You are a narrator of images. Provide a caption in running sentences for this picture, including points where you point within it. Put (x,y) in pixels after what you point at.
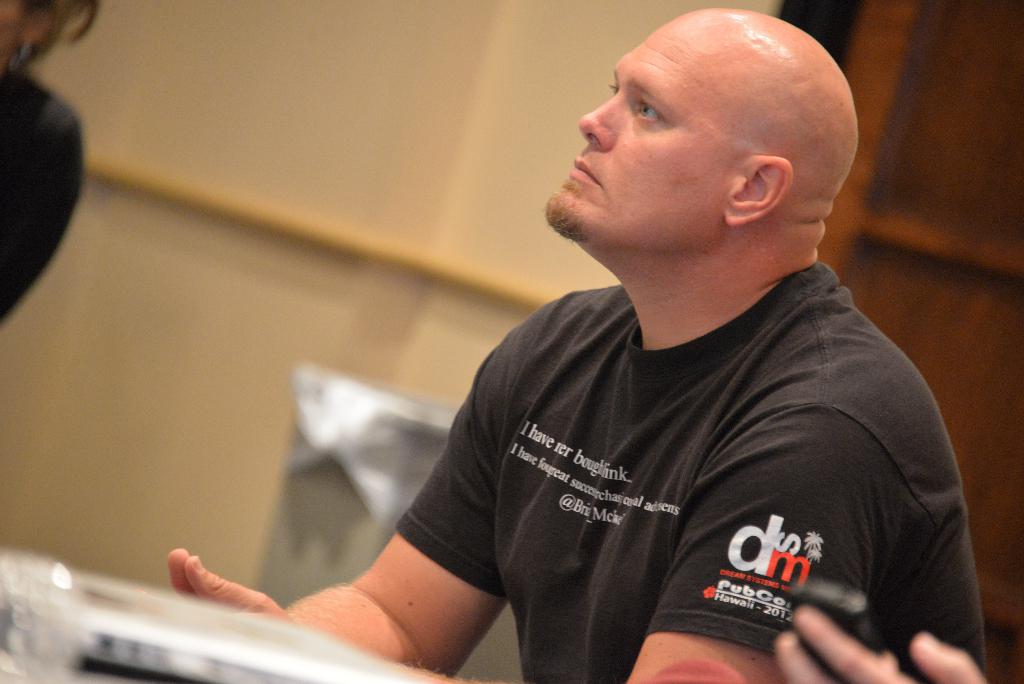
In the picture we can see a man (876,374) sitting near the desk (49,588), he is wearing a black T-shirt (727,627) and with some wordings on it and in the background (226,372), we can see a wall (370,352) with a door (938,293) which is brown in color.
